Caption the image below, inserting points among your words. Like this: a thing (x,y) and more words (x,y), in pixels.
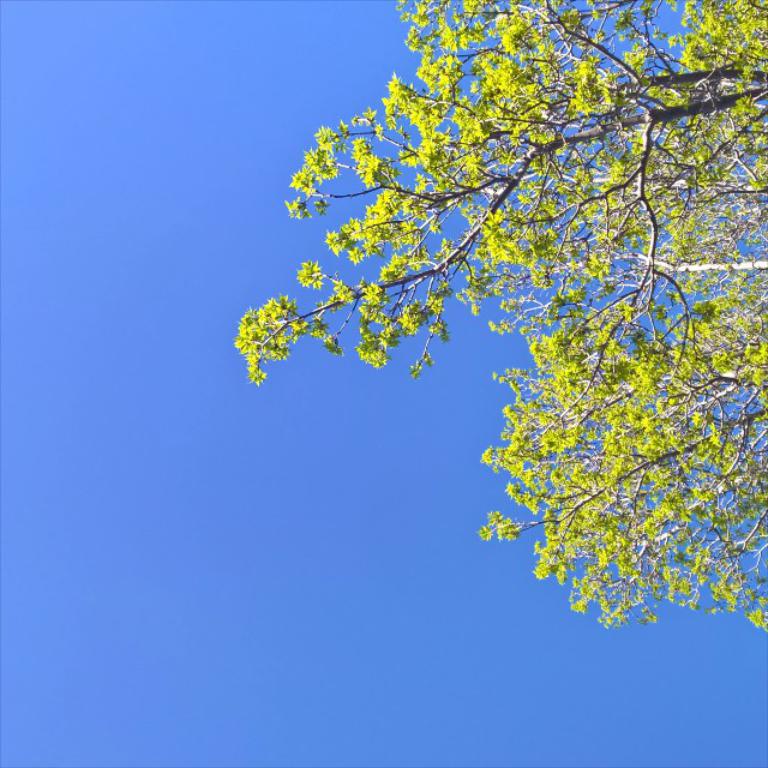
In this image I can see a tree (683,140) and many leaves (572,102) to the tree (528,135) which are yellow green in color. In the background (360,485) I can see the sky (282,477) which is blue in color.
